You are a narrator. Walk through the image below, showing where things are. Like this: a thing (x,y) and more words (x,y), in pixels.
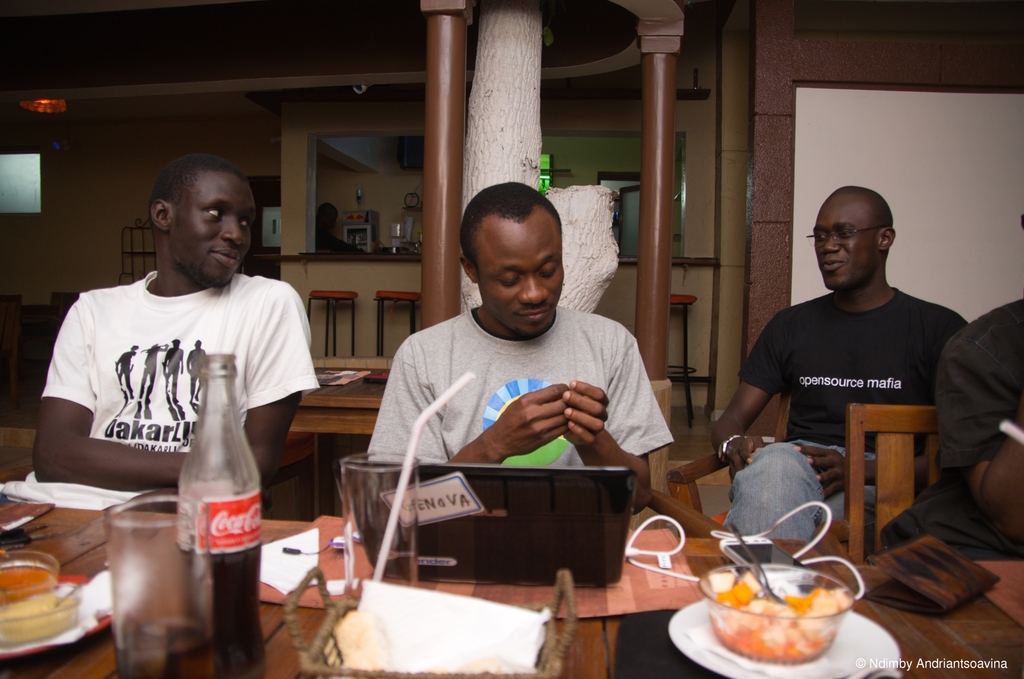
Here we can see a group of people (740,448) sitting on chairs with table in front of them having glass (205,584) and cool drinks (219,634) and food (804,611) present and the person (442,342) in the middle (434,378) is having a laptop (432,501) in front of him and behind them we can see stools (398,302) and racks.
